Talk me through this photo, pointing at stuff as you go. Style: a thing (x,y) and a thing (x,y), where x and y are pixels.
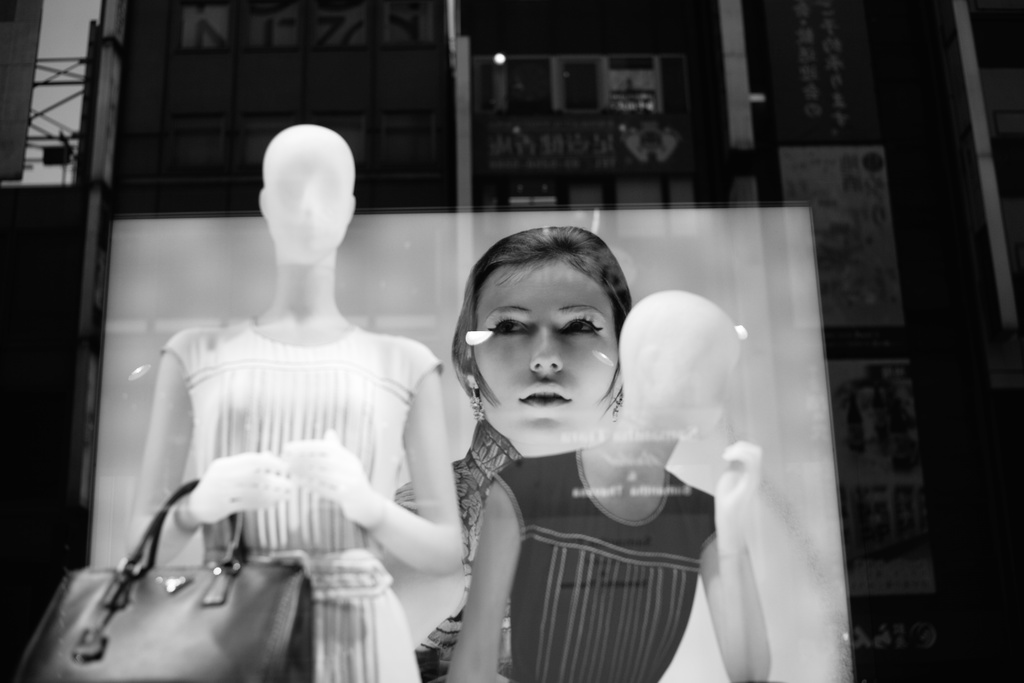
This is a black and white picture. In this picture, we see the mannequin of the woman (355,603) in the white dress (362,589) is holding a bag (302,566). Beside that, we see a mannequin (589,559) in the black dress (589,564). Behind that, we see a white board (570,287) or a banner (532,273) containing the image of the woman (575,360). In the background (358,124), we see the buildings (758,163). We see the boards (872,312) in white and black color with some text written on it.
